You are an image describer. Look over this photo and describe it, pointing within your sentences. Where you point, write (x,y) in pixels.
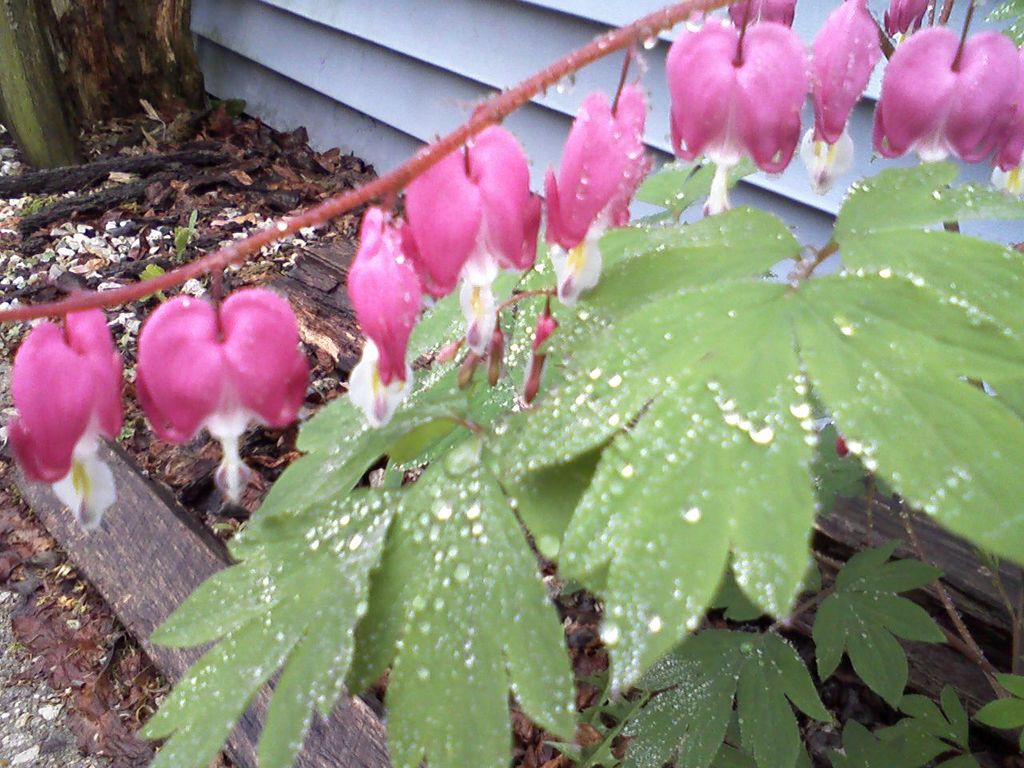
As we can see in the image there are plants (450,565) and flowers (427,252).
